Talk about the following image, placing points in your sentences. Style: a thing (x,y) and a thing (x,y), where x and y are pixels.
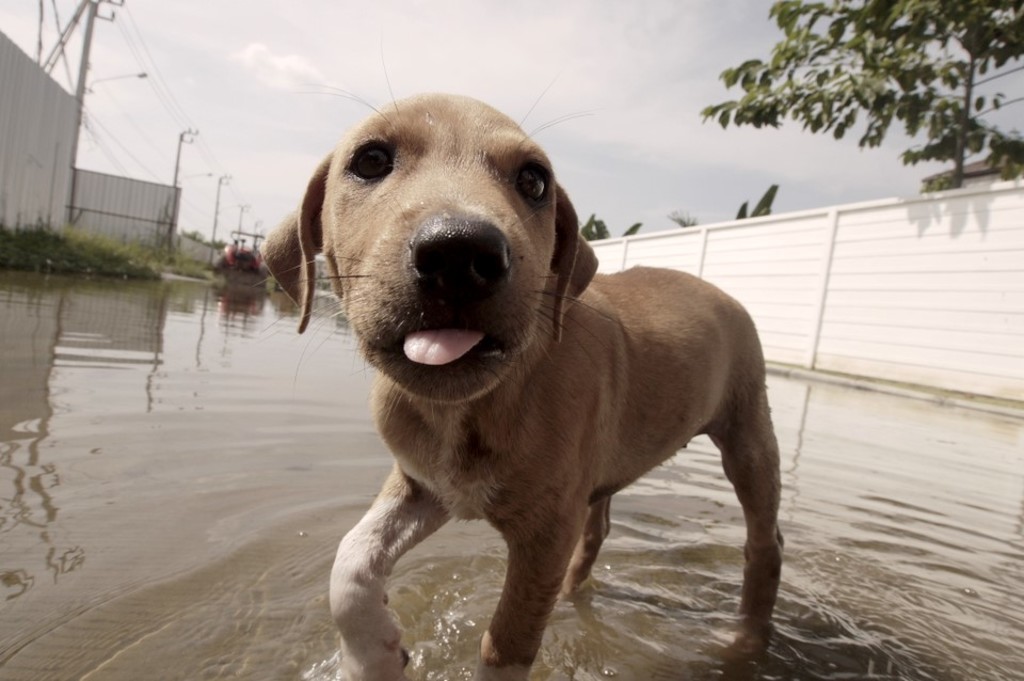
As we can see in the image there is a dog (527,368), water (273,574), street lamp (114,76), current poles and a tree (894,66). On the top (530,65) there is sky (501,46).
